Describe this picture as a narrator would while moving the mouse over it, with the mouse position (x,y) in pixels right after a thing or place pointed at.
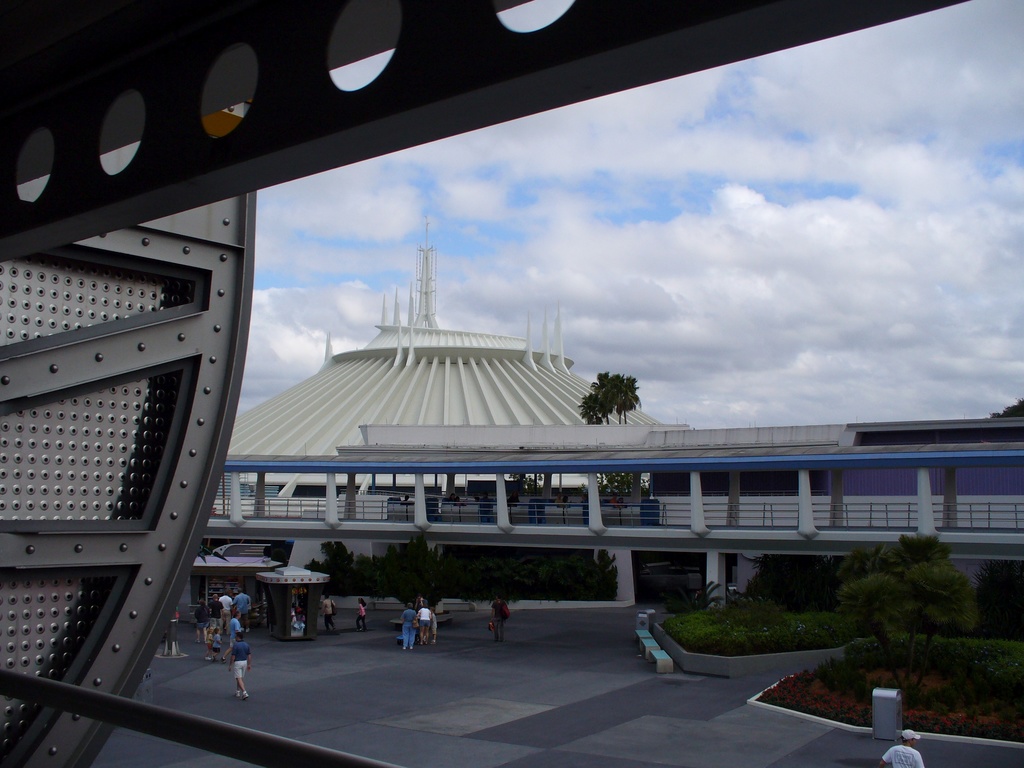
In this image I can see the metal object (114,307). To the side I can see the group of people (241,651) with different color dresses (242,665). To the side of these people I can see the plants (328,584), many trees (494,577), bridge (441,502) and the building (436,359). In the background (584,240) I can see the clouds (681,140) and the sky (666,206).
